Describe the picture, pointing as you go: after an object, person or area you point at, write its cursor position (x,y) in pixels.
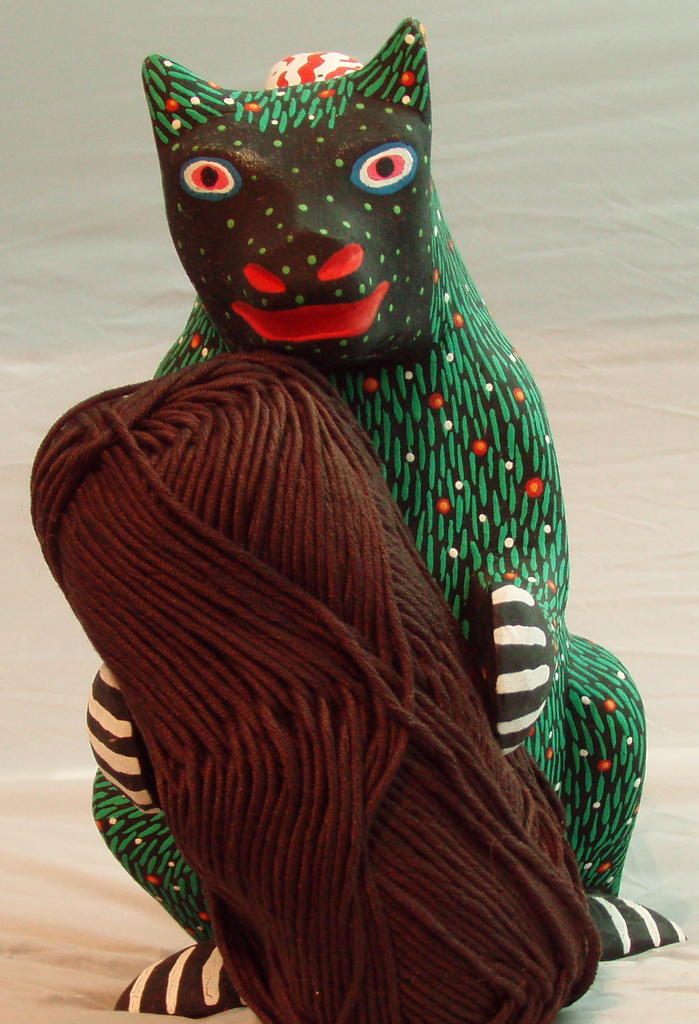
In this picture we can see a plastic doll (534,493) who is holding the thread (337,711). On the bottom (635,1010) we can see bed (669,979).
